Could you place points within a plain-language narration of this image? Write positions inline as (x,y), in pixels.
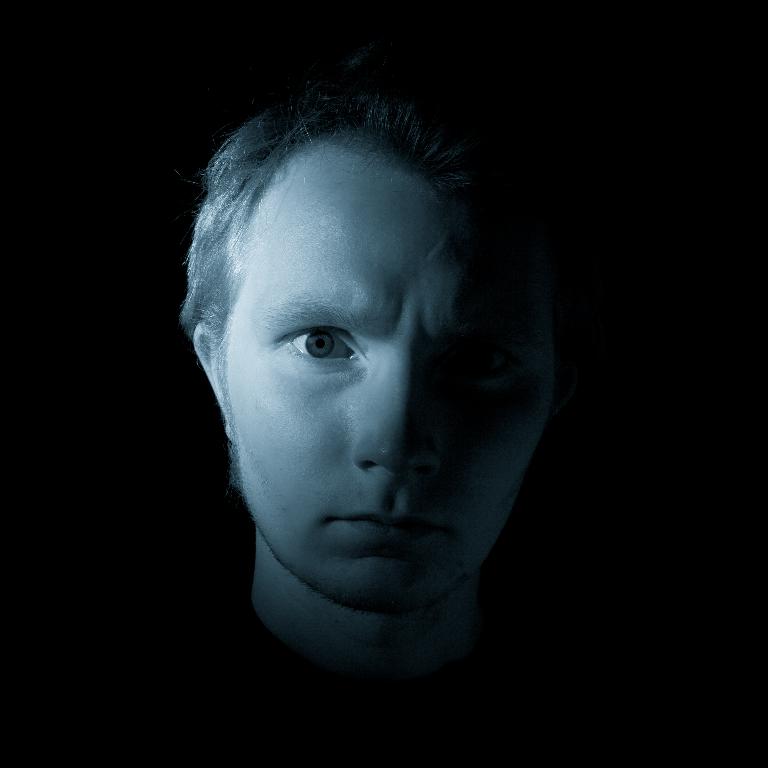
This picture shows a man (380,674) and we see black background (24,67) and we see light (199,356) on his face (242,325).
